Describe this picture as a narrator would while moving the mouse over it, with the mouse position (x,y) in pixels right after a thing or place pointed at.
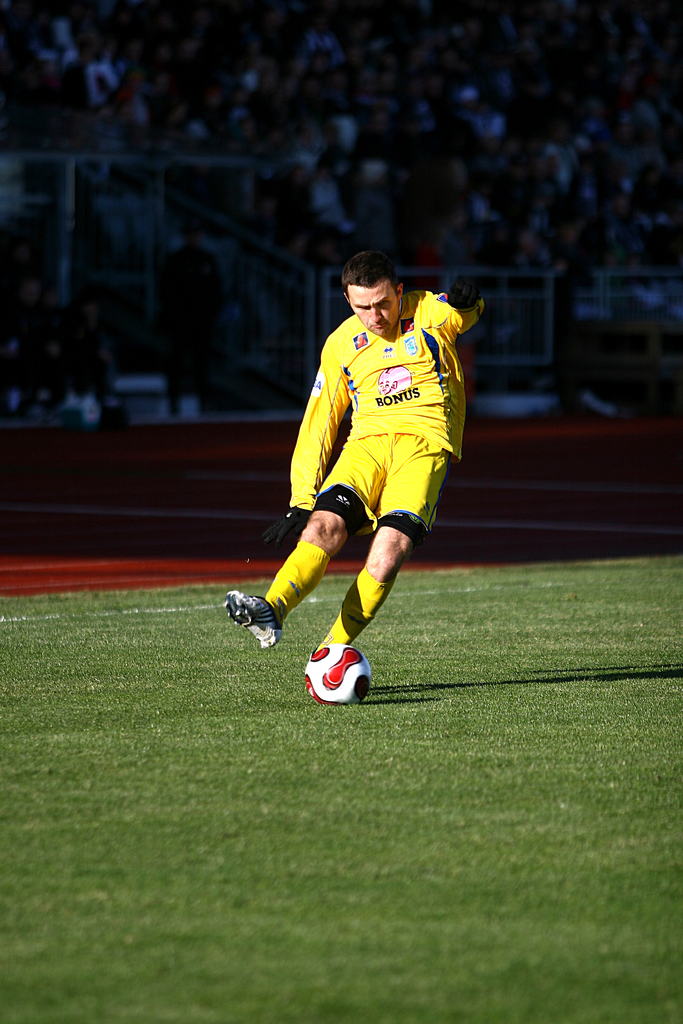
This person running and kicking ball (365,665). Afar we can see audience (296,237) are sitting. This is grass (419,847).
